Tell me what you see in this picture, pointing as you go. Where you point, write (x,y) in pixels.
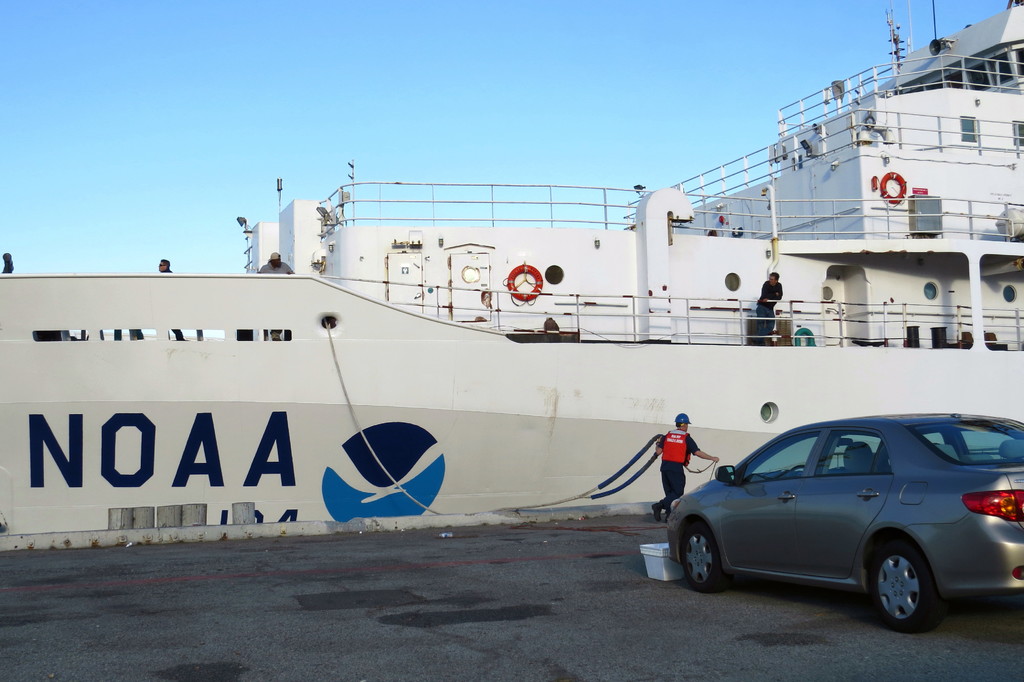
Here in this picture we can see a ship (425,258) present over a place and we can see people (165,265) standing in the ship (558,298) and on the ground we can see a person (672,500) wearing an apron (673,443) and helmet (686,421) dragging the ropes (630,481) present over there and in the front (812,500) we can see a car (814,519) present on the road (755,594) and we can see the sky (616,174) is clear.
